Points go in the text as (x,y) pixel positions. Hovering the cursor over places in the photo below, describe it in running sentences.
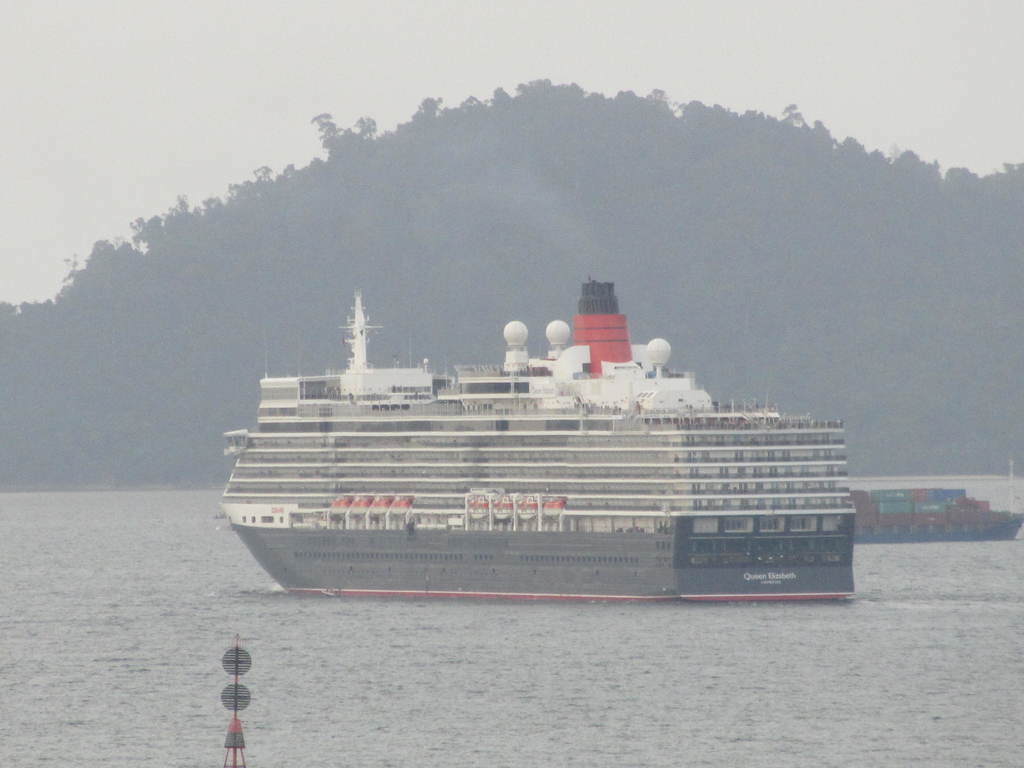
This picture shows a ship (385,585) and boat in the water (187,629) and we see trees (93,411) and a cloudy sky (381,127).
